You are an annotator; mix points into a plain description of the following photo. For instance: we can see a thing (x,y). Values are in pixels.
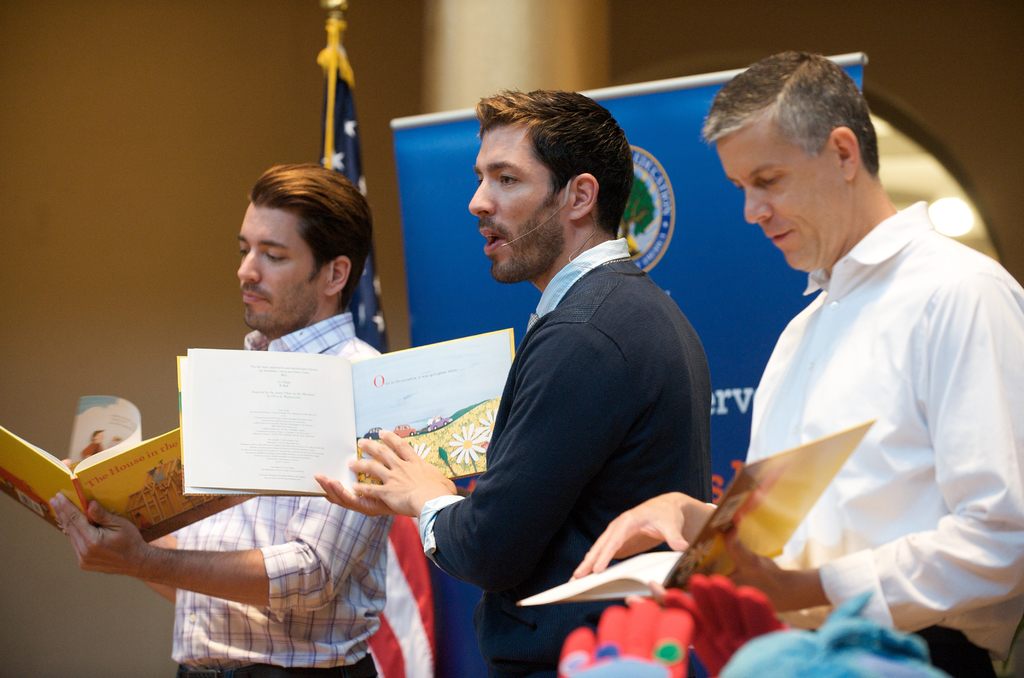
In this image, there are a few people (632,343) holding objects (218,447). We can see a board (407,126) with some text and image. We can also see a flag (331,146). In the background (575,47), we can see a pillar (592,68) and the wall (626,32). We can see some objects (794,638) at the bottom (784,647).
